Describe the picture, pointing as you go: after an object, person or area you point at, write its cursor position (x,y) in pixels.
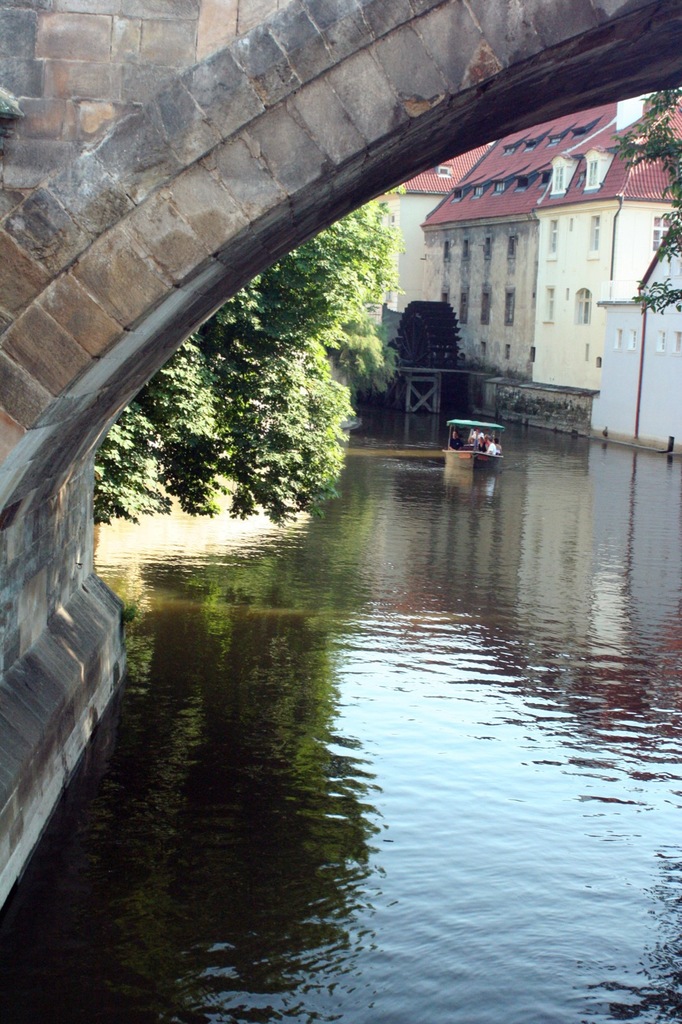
In this picture I can see there is a bridge (93,122), lake (220,963), trees (310,386) and a building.
